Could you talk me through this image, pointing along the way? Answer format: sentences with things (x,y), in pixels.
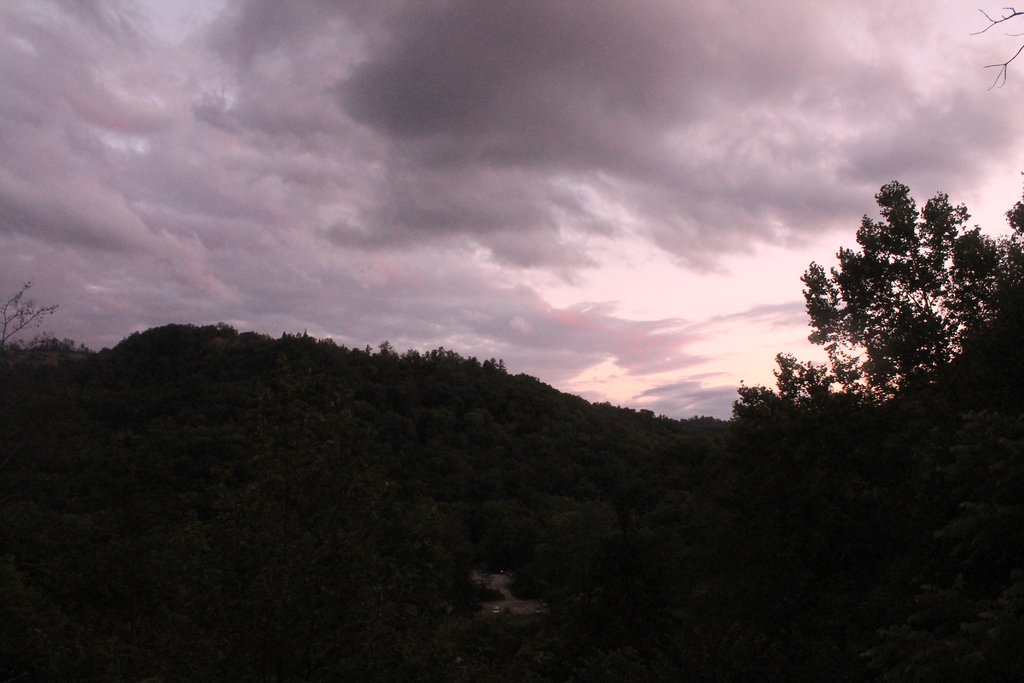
In this picture there are trees (508,540) at the bottom side of the image (582,538) and there is sky (617,219) at the top side of the image (445,111).
